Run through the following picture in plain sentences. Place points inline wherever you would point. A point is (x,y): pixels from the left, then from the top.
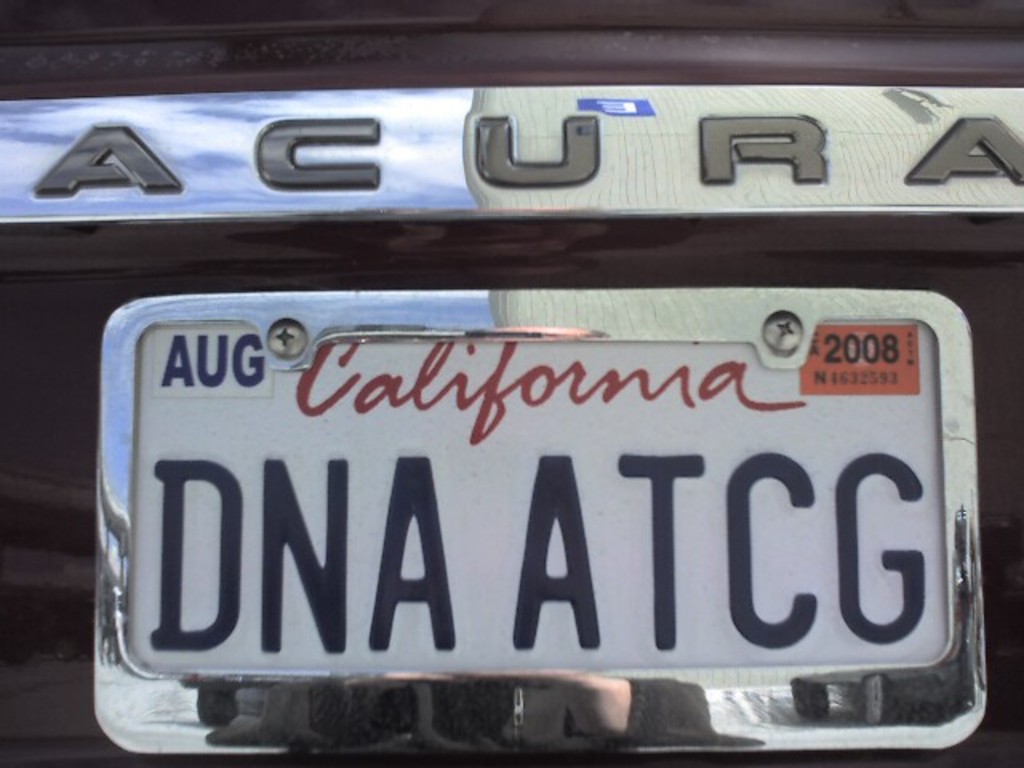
In the image there is a number plate (324,406) on the car (716,88).
